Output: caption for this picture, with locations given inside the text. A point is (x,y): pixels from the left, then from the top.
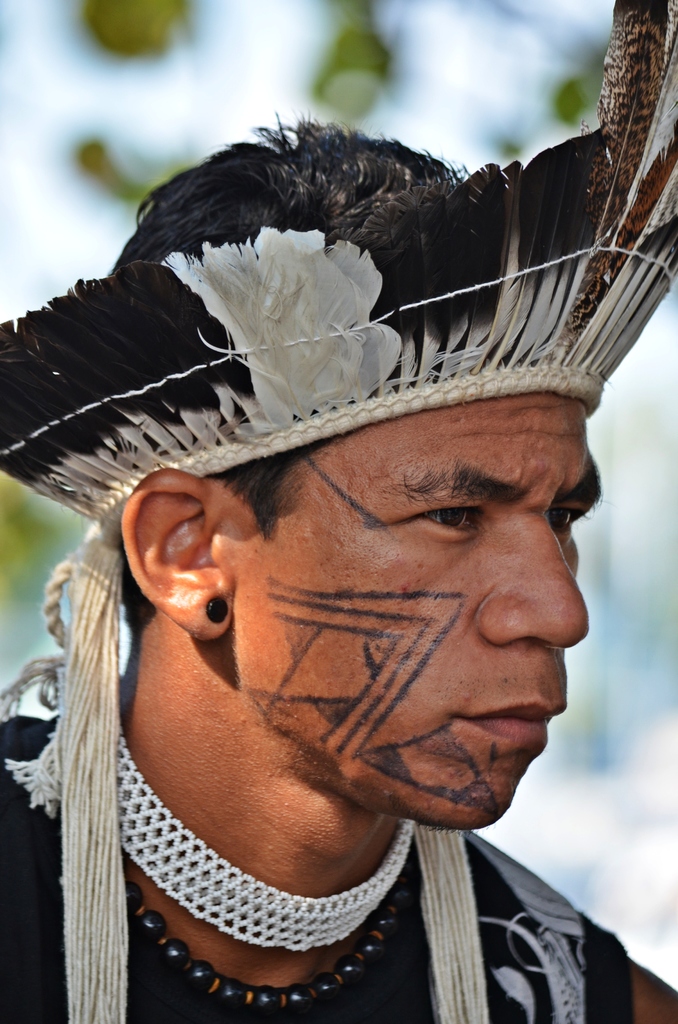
In this image, we can see a man (206,537) wearing feather hat (119,553).
